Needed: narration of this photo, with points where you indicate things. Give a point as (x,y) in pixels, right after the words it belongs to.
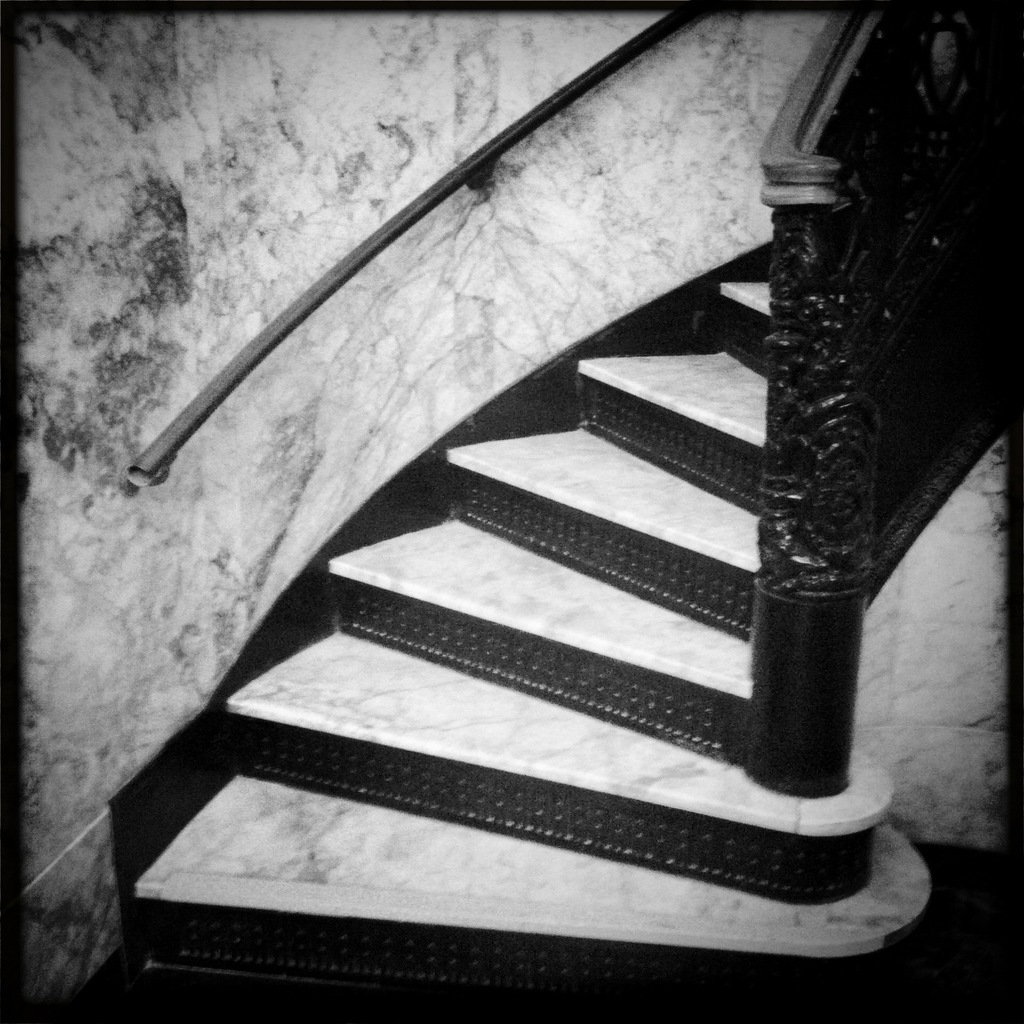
In this picture we can observe stairs (641,484) and a black color railing (814,356). We can observe marbles (467,677) on the steps (683,422). This is a black and white image.
